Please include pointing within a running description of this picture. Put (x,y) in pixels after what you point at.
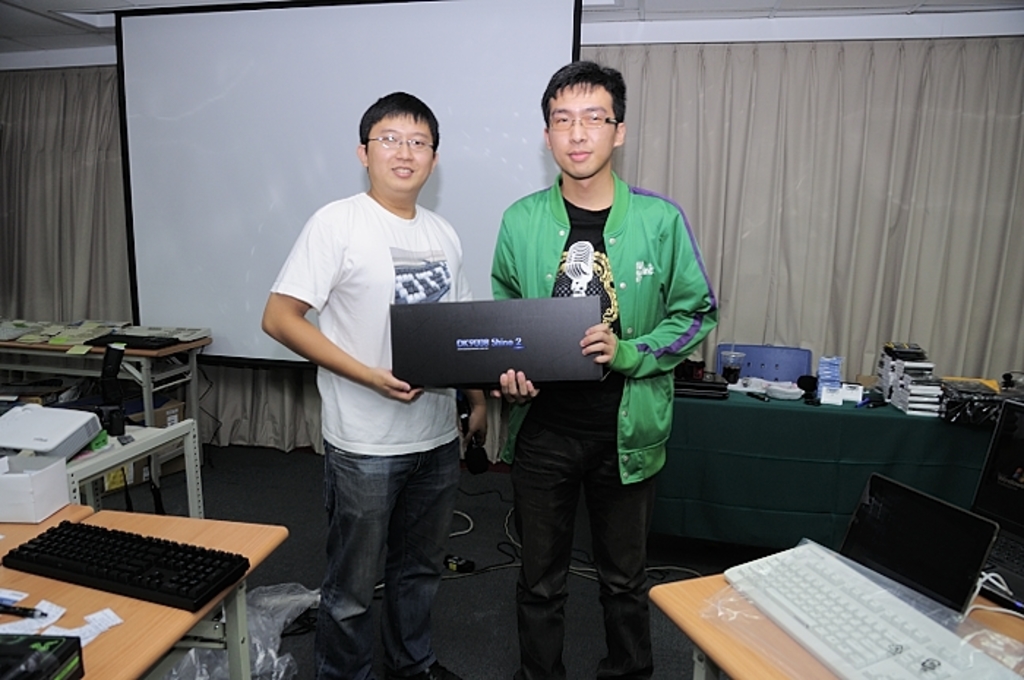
In this image there are two tables (776,679) on which there a keyboards (864,642) and two men (606,621) are standing and holding a box (560,370) in the background (813,439) there is a table (848,427) on which some objects (923,385) are placed and some curtains (973,238) which is in white color there is a power point projection wall (261,103).
